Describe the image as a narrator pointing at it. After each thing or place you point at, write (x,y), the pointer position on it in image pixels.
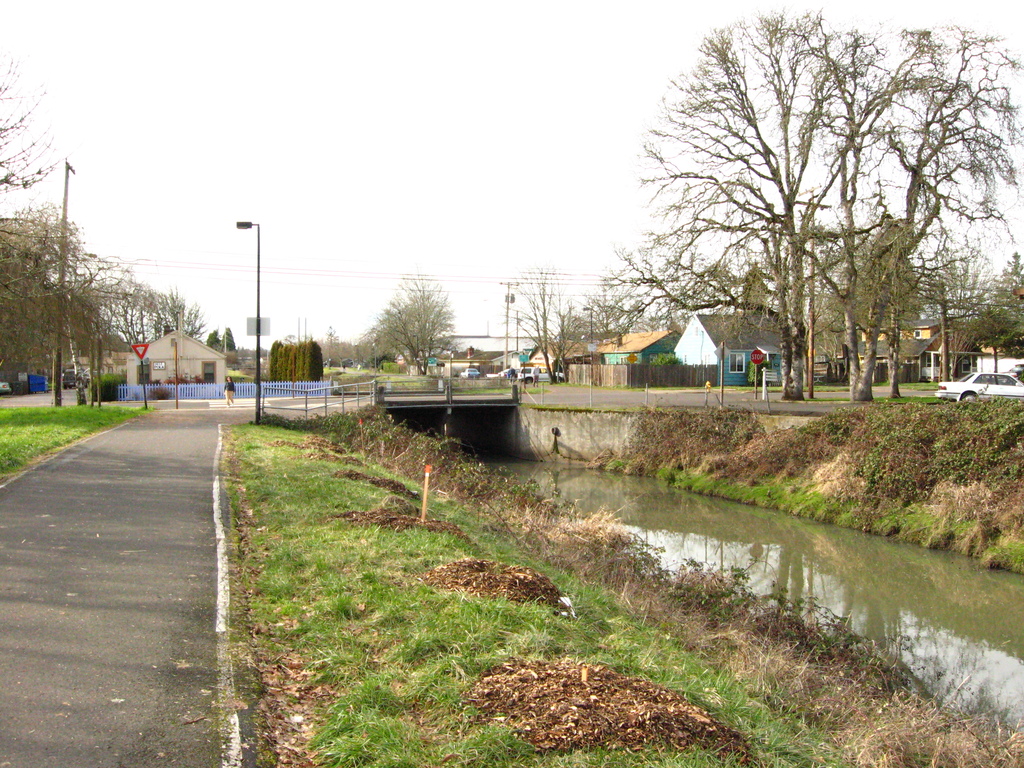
In this image I can see the road (106,560), some grass (285,535) on the ground (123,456), few leaves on the ground (445,510) and the water (758,576). In the background (29,290) I can see few trees (55,287), few poles (258,361), the railing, the bridge (409,394), few buildings (493,336), few red colored sign boards (136,346), few vehicles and in the background (605,166) I can see the sky (518,140).
